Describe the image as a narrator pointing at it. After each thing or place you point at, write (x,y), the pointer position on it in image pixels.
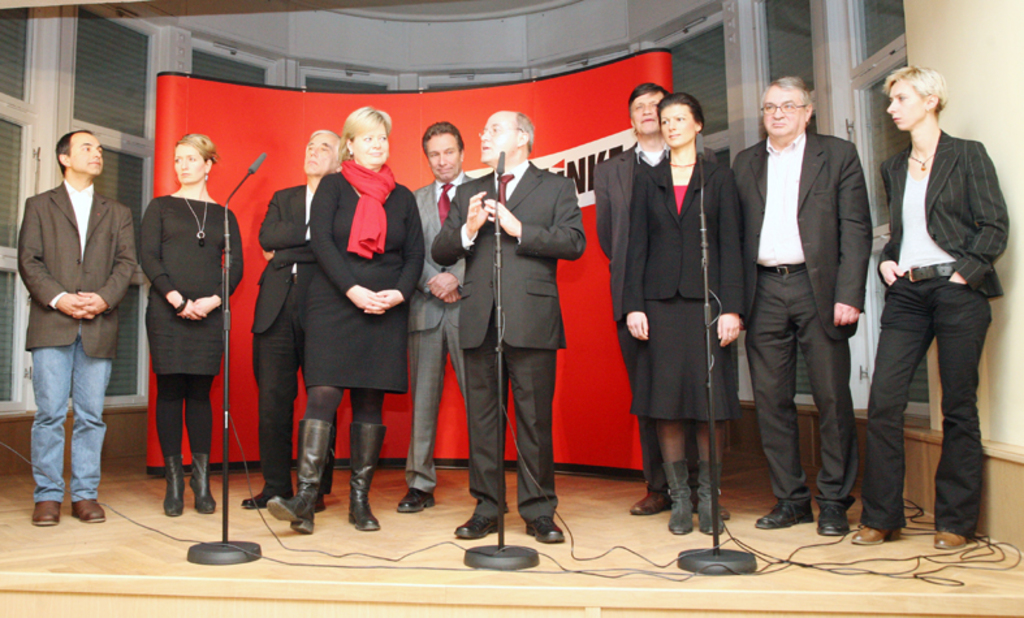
In this image I can see the stage (425,520), few microphones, few wires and number of persons (325,242) are standing on the stage (417,542). I can see a red colored board (283,141) behind them. In the background (95,106) I can see few windows (82,100), few doors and the cream colored wall (943,42).
